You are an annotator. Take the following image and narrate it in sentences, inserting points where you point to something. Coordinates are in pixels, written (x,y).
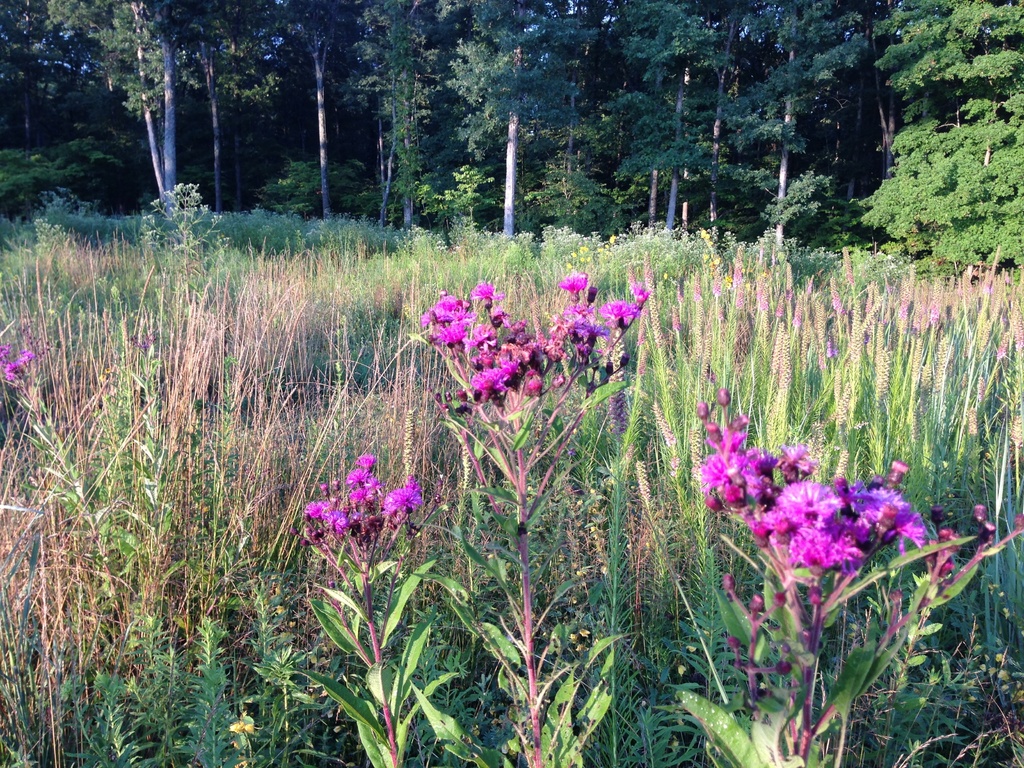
In this picture we can see flowers (859,482), plants (408,424) and in the background (530,91) we can see trees (312,112).
